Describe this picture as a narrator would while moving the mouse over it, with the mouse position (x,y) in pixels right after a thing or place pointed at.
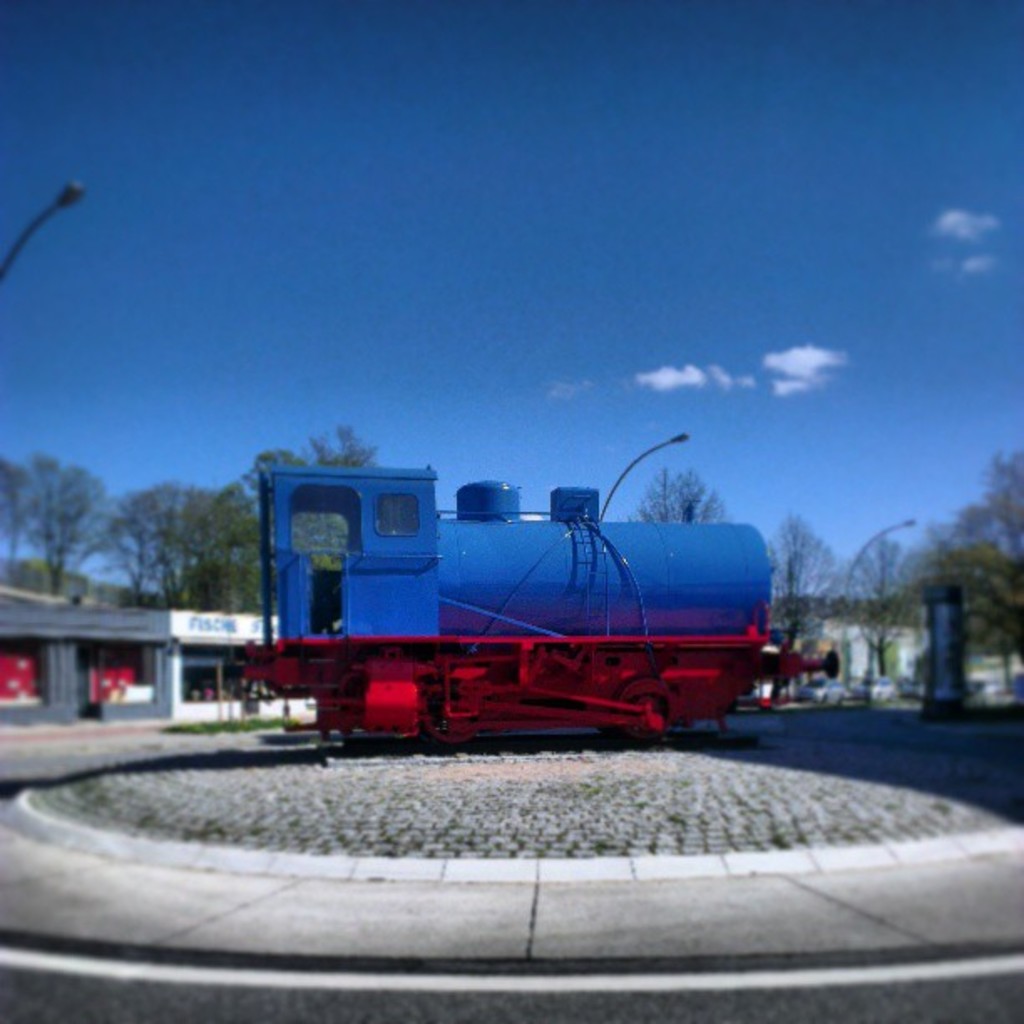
In the foreground of this picture (505,673), there is a train (483,628) which is not real one. In the background (206,677), we see a road (175,749), grass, buildings (190,656), trees (193,556), street poles (668,441), sky (435,199) and the cloud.
